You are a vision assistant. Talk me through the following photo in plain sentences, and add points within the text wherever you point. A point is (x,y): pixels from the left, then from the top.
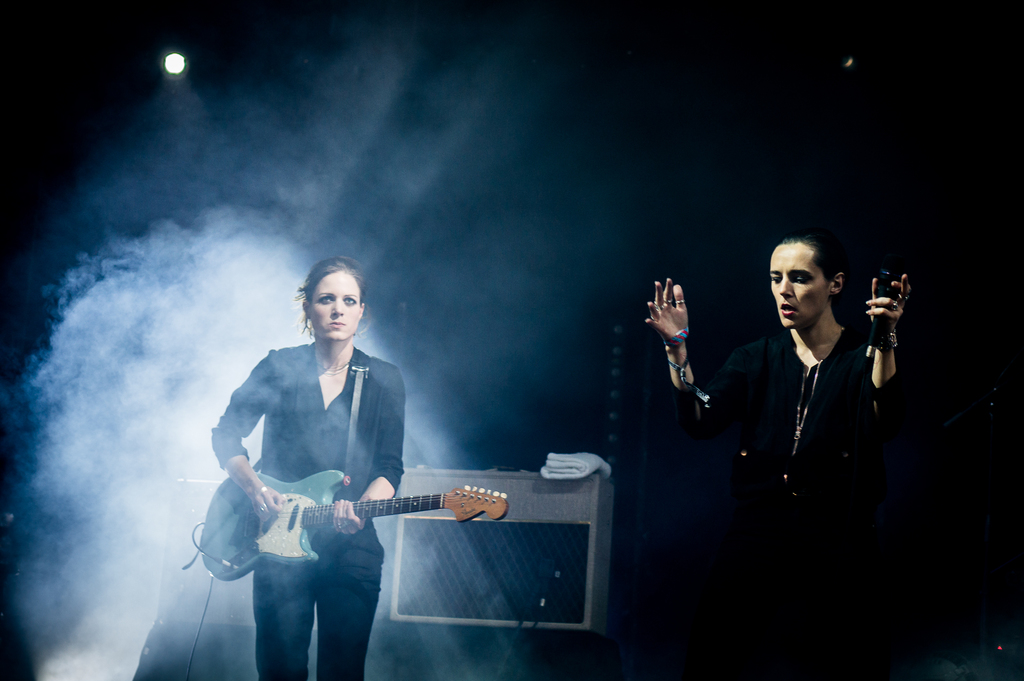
In this image we can see two lady persons (369,423) wearing black color dress (373,445) standing, one of the person (265,503) playing guitar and the other is holding microphone (879,289) in her hands (867,311) and in the background of the image (475,547) there is a sound box (461,568) and a light (163,56).
